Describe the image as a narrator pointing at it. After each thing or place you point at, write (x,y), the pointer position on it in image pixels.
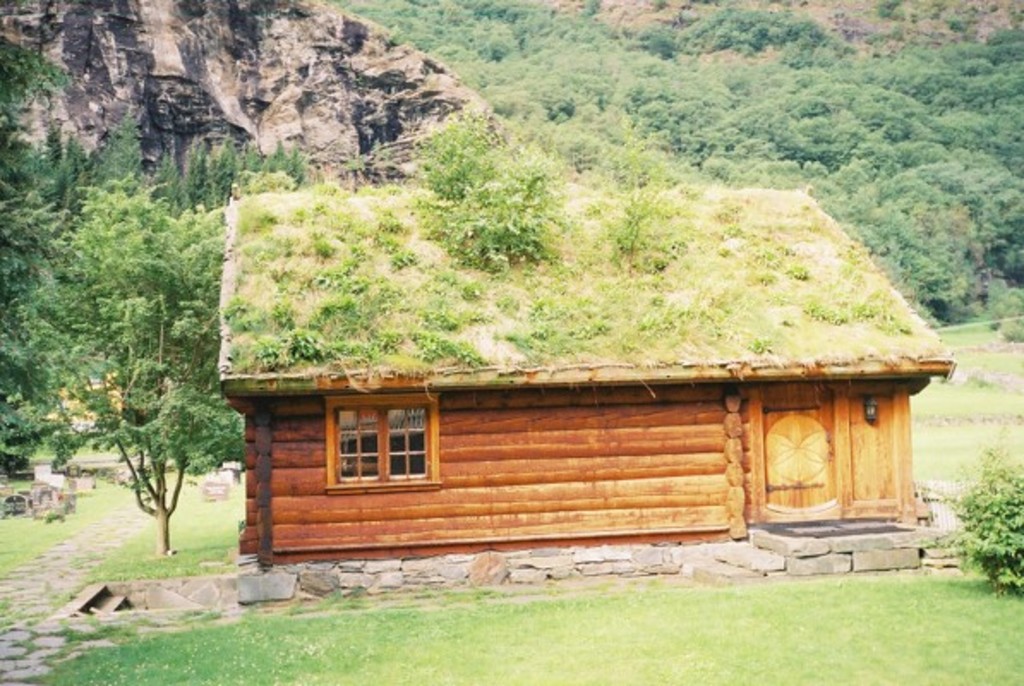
In this image, we can see a shed (477,398) and there is a window (402,451) and we can see a fence (949,497), plants (976,518) and rocks (203,602). In the background (119,270), there are trees (96,281) and we can see a hill (231,49).
